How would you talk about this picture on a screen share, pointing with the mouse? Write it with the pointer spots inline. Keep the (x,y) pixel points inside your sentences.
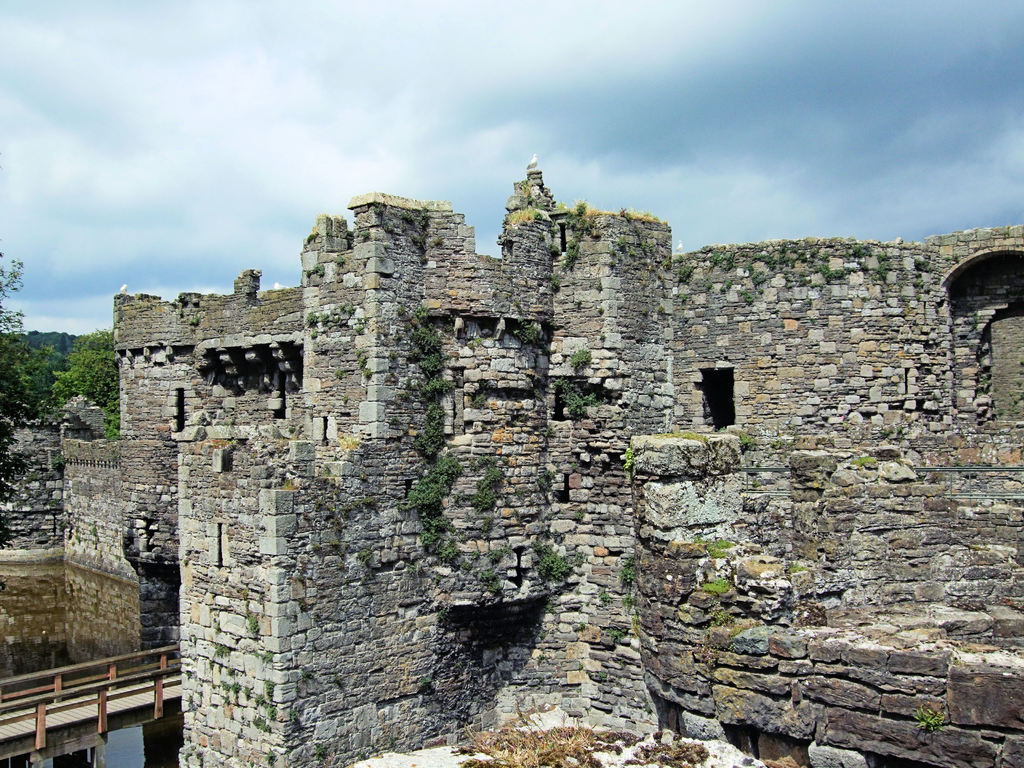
In this image I can see the fort (676,485). To the side I can see the railing (90,682) and the water (48,633). In the background (87,387) there are many trees (62,391), clouds (356,155) and the sky (408,173).
